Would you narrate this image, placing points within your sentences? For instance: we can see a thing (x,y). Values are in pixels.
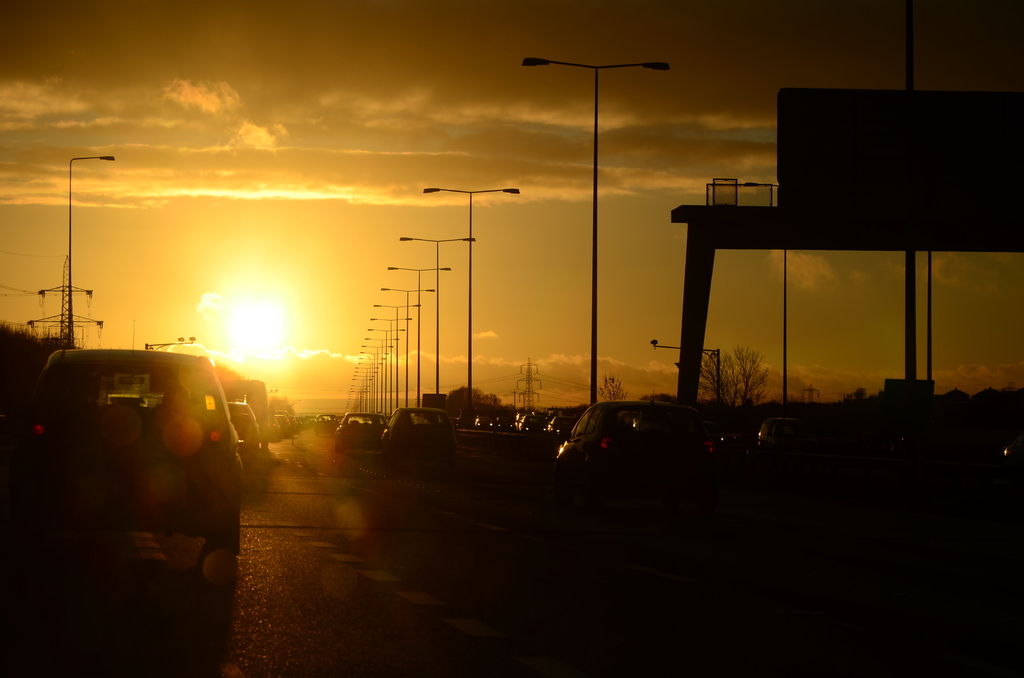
In this picture we can see vehicles (688,490) on the road (450,546), light poles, trees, towers (33,326) and some objects (853,103) and in the background (487,276) we can see the sky (371,102) with clouds (388,166).
